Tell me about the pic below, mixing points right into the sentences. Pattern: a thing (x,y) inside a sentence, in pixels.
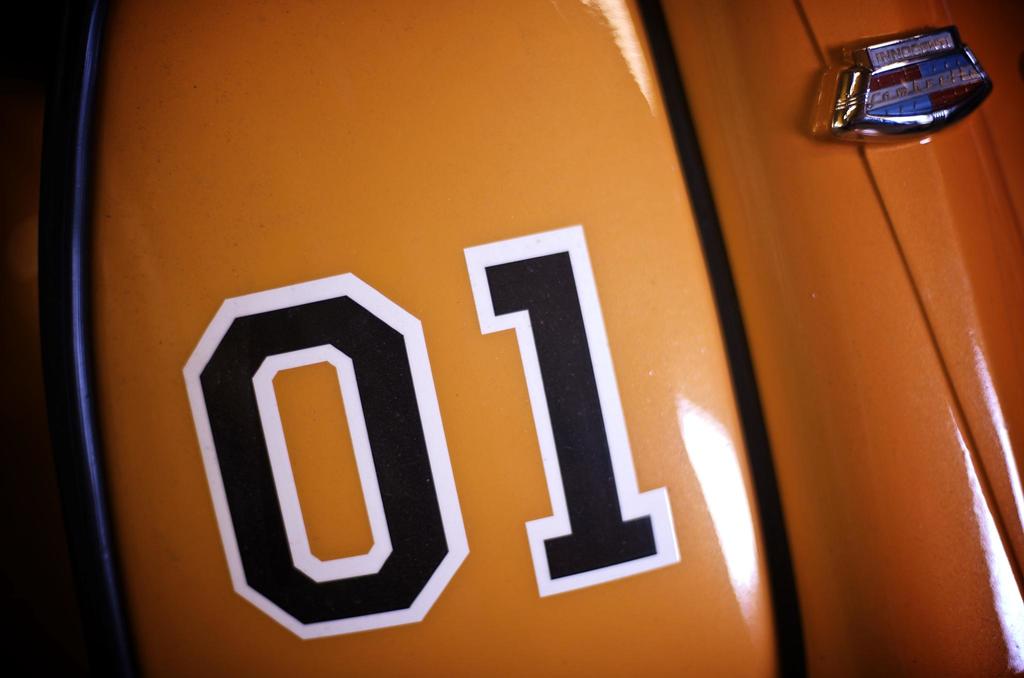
In this image I can see the vehicle (595,221) which is in brown and black color. I can see there is a blurred background (46,640).
